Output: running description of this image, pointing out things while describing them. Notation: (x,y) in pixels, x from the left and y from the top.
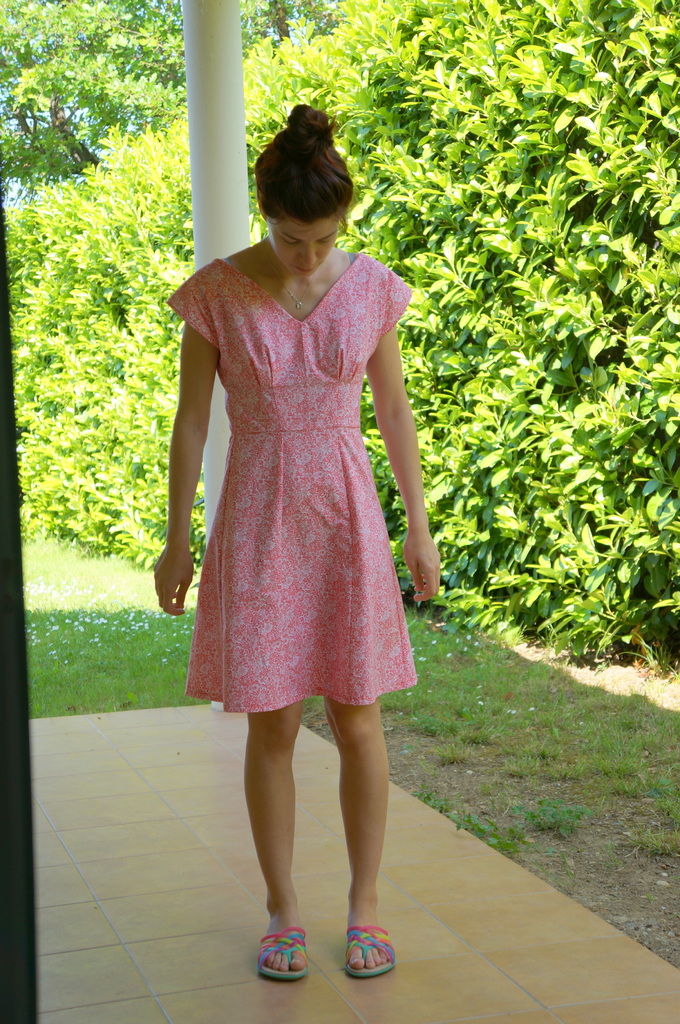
Here I can see a woman (334,638) standing and looking at the downwards. In the background (486,282) there are trees (152,87), plants (574,178) and grass (59,624) on the ground (59,624). At the back of this woman (237,263) there is a pole (187,61).
